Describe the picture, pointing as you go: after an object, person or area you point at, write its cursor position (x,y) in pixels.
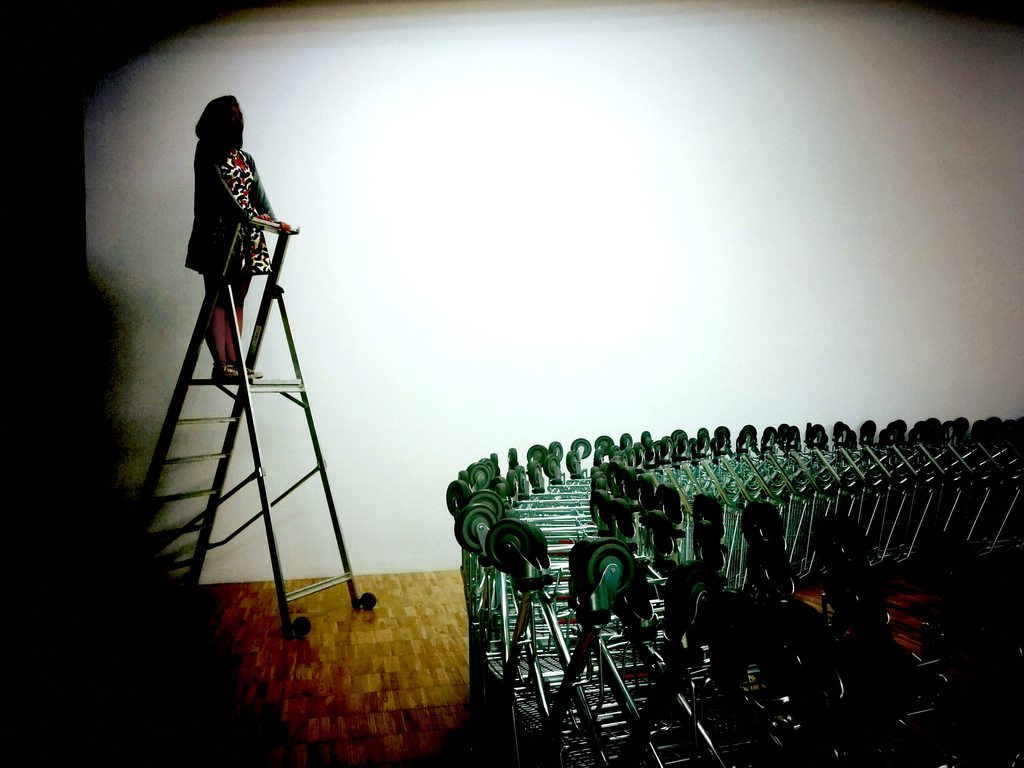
In this picture we can see a woman (222,317) standing on a ladder (253,365), trolleys (557,478) on the floor (468,683).
